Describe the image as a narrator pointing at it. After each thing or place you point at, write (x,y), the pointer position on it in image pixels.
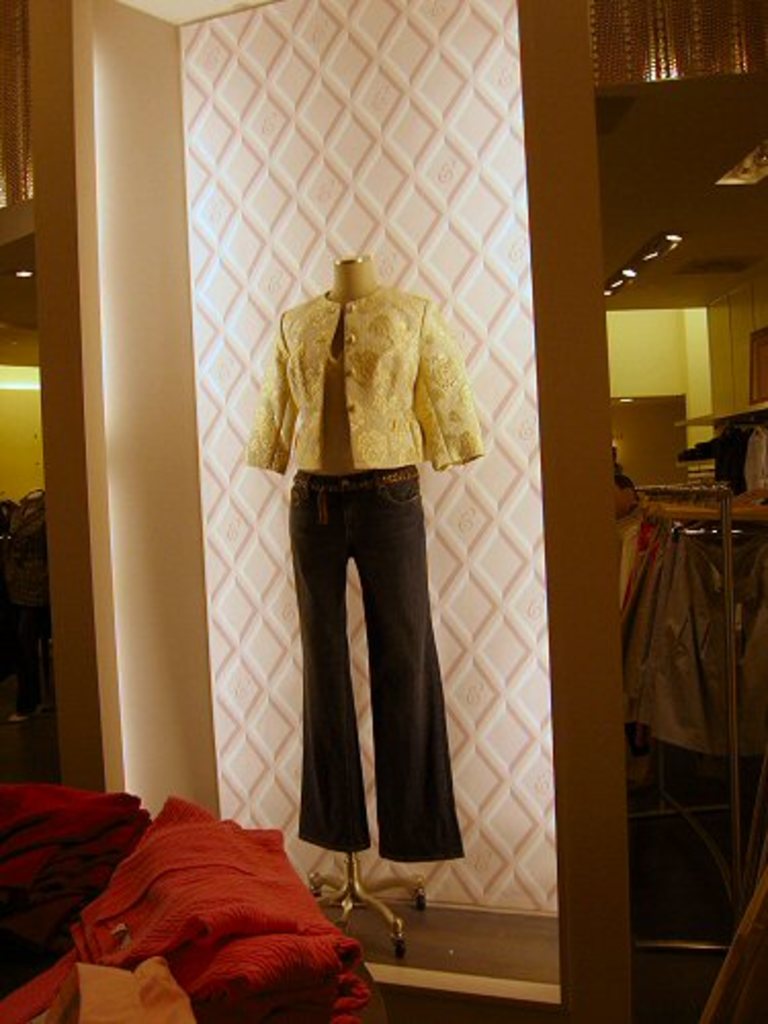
In this picture we can observe a dress (371,411) which is in yellow and black color. There are some other dresses (120,886) placed here. We can observe some clothes (655,565) hanged to the hanger (678,532). In the background (663,367) there is a wall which is in white color.
